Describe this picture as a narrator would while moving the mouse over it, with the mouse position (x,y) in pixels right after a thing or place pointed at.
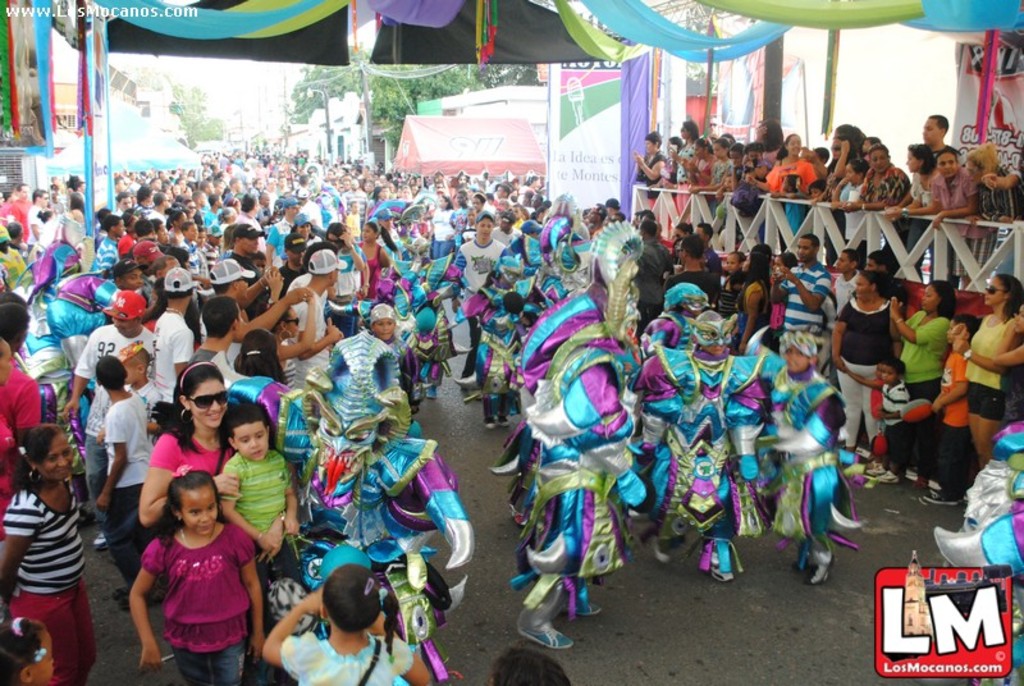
In this image I can see group of people (5,230) some are dancing and some are standing. Background (587,139) I can see a banner (604,151) in white and green color, and I can see trees (382,100) in green color, buildings (336,110) and sky (234,86) in white color.
